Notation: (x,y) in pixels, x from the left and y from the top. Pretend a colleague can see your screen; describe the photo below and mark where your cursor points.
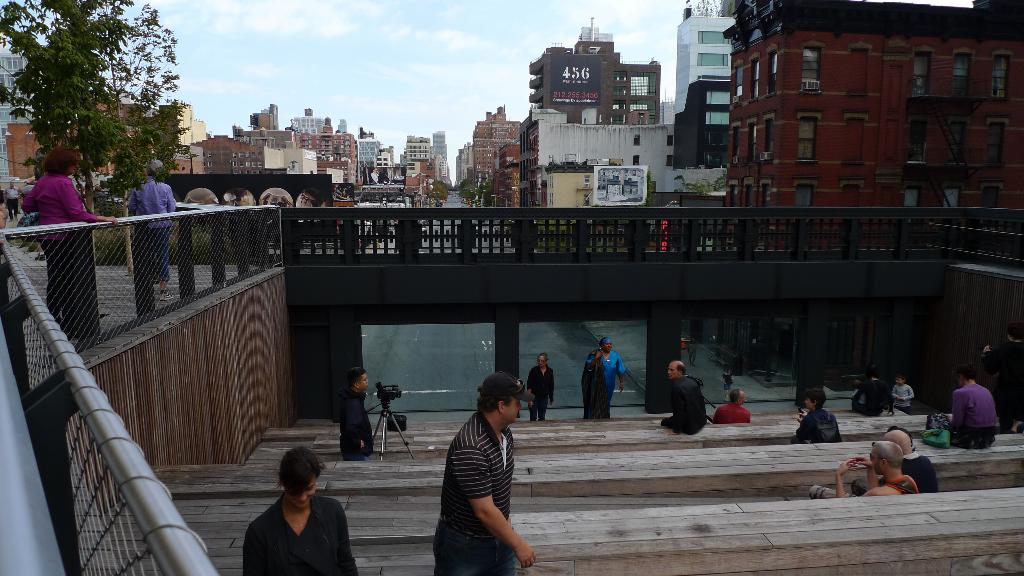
In this image I see a lot of people (59,319) over here and here and I see a man (357,373) with the camera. In the background (30,104) I see a tree (36,88), lot buildings (274,144) and the blue sky (472,72).
